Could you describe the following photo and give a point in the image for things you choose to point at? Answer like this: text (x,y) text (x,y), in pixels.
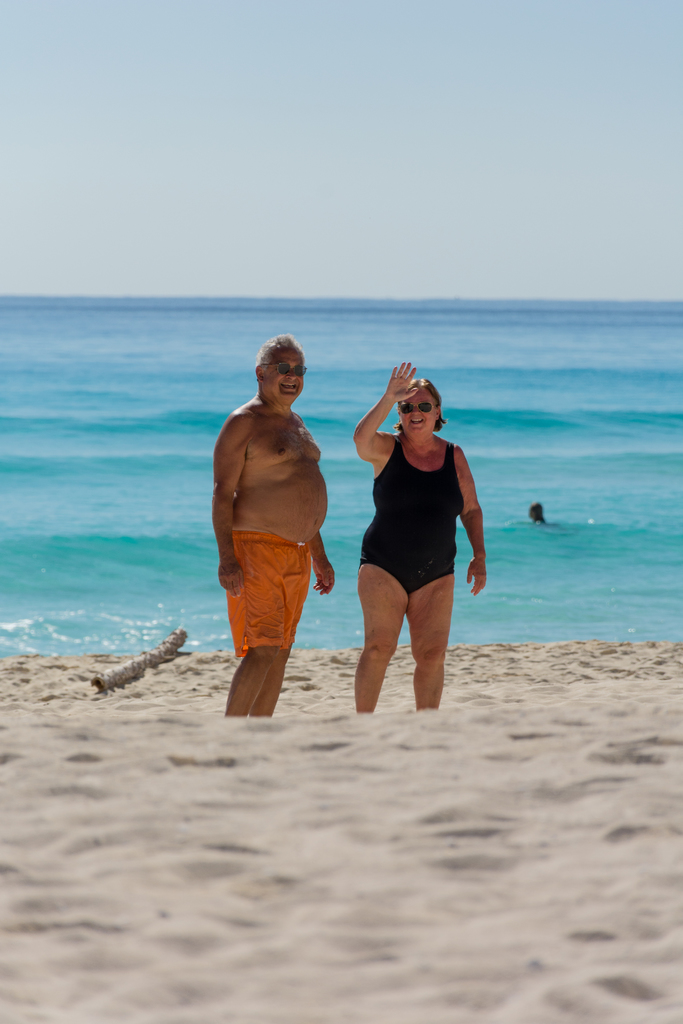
In this image we can see few people (395,573) in the image. We can see the beach (394,877) in the image. There is a wooden object (146,666) on the ground (212,858) at the left side of the image (135,670). We can see the sky (421,162) in the image. There is a sea (545,542) in the image. A person (541,515) is in the water (562,523) at the right side of the image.
